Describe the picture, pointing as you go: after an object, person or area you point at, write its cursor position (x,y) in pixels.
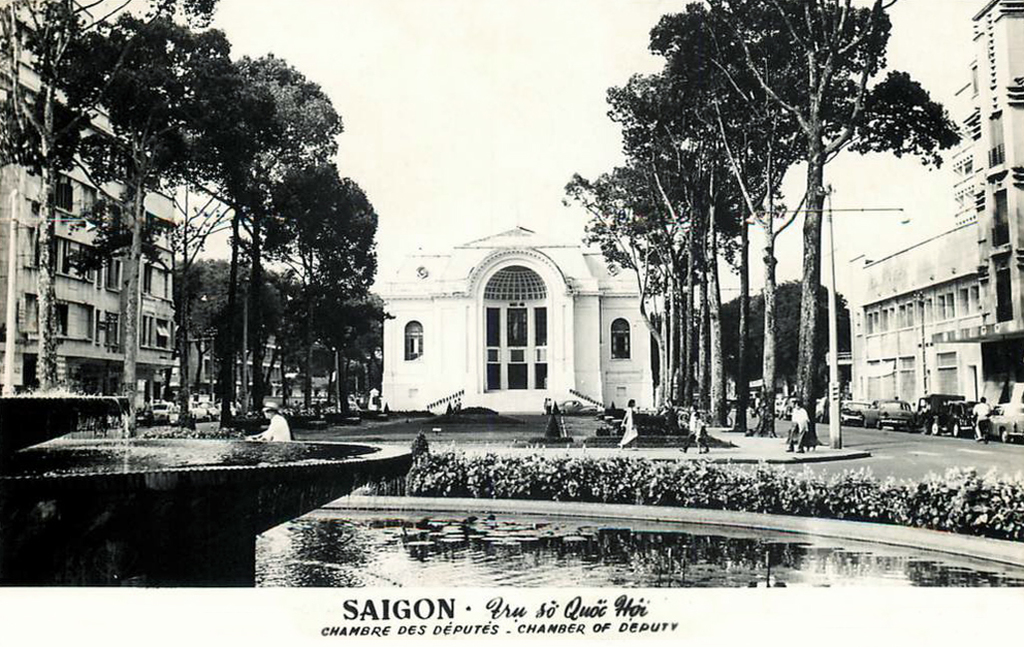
In this image I can see few buildings (888,343), windows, trees (676,294), fountain (657,524), water (655,552), few people (796,402), sky (417,114) and few vehicles (963,422) on the road (1002,455).
